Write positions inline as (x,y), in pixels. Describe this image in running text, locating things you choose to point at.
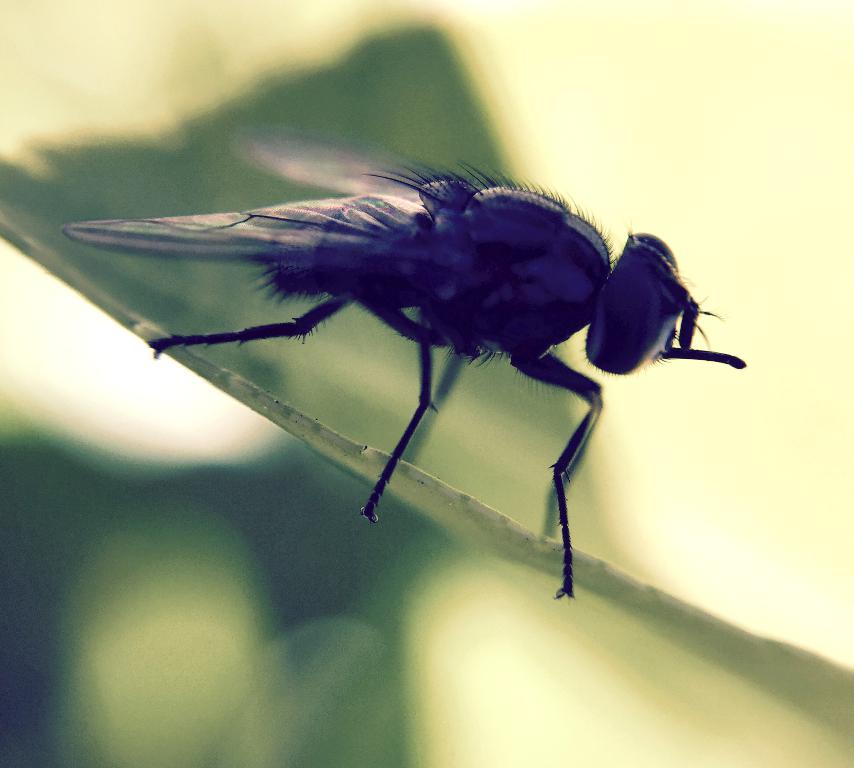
In the image there is a housefly (330,256) standing on leaf (466,498).
